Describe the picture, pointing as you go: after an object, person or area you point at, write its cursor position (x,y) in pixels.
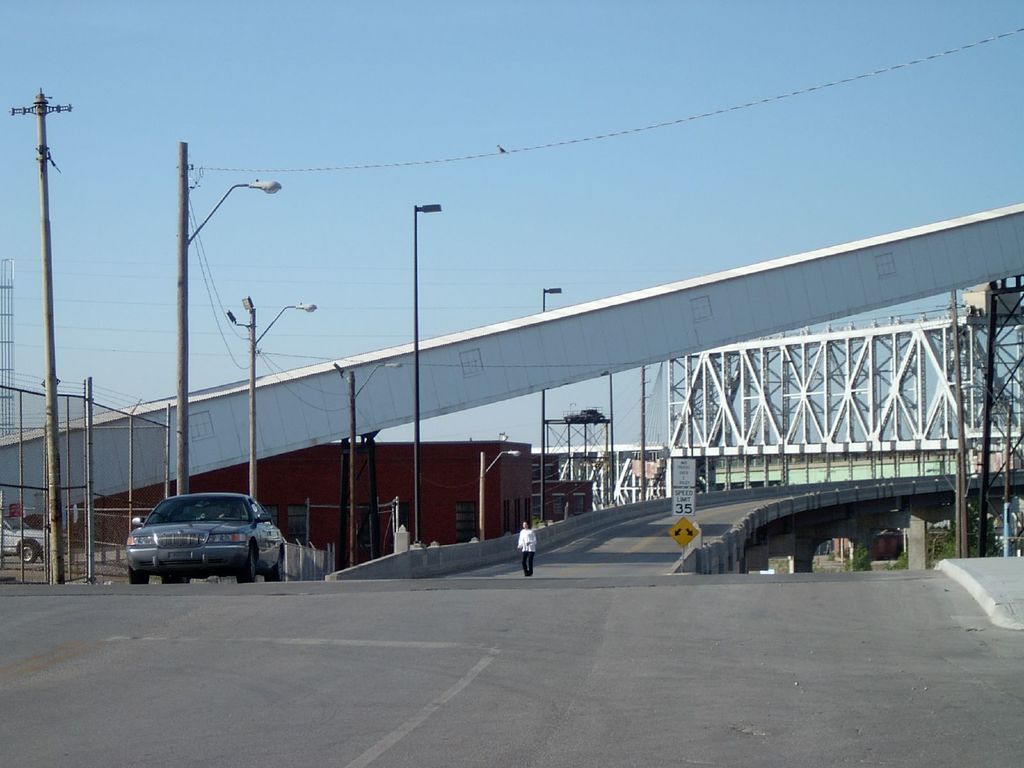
In the picture we can see a road (177,637) and a car (233,558) on it and behind it, we can see a flyover (545,536) and near it, we can see a person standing and in the background (363,537), we can see some poles (481,525) with lights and some constructions (781,432) behind it and we can also see a sky (560,206).
